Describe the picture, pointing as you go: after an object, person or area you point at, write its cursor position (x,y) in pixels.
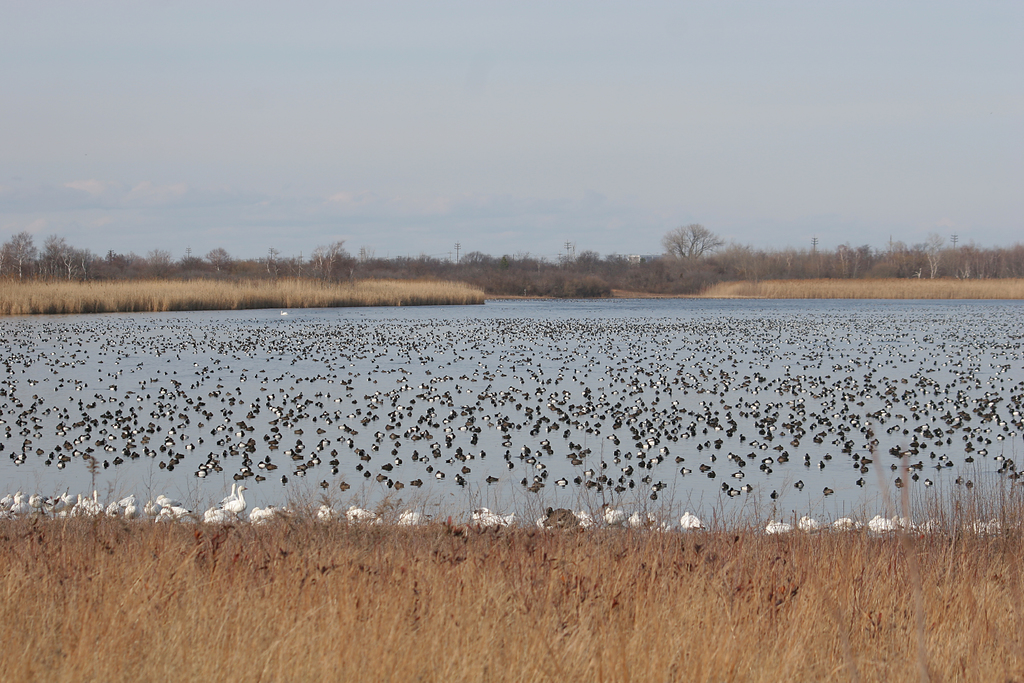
There is a big group of ducks (274,429) are present on the surface of a water (499,383) as we can see in the middle of this image (530,401). There are some trees (61,258) in the background (520,274). There is a sky (427,106) at the top of this image (434,176). There is a grassy land (564,596) at the bottom of this image (530,613).
